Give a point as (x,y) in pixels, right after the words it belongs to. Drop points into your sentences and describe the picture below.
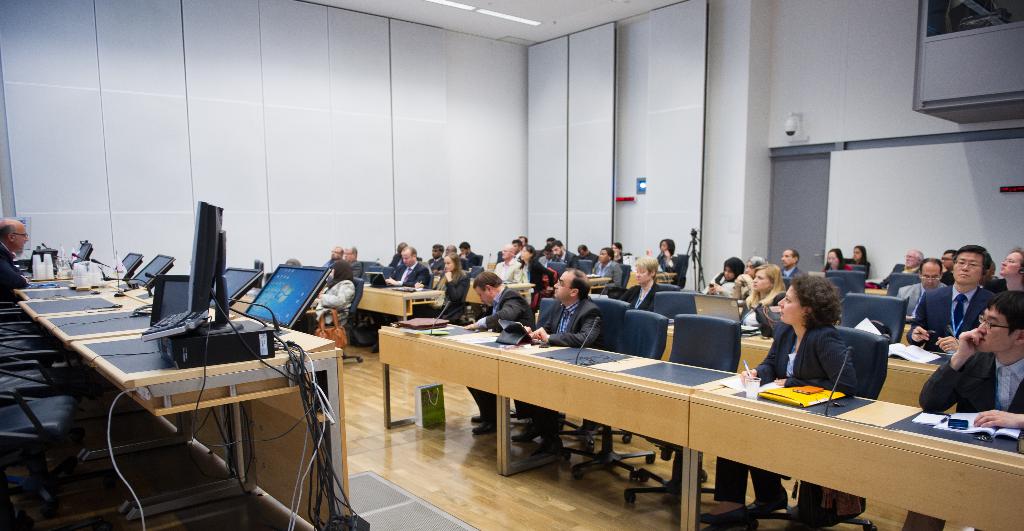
There are few people (732,476) here sitting on the chair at their tables (673,417). On the table (664,418) there are books (767,396), microphone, glasses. On the left (22,243) a person (16,256) is sitting on the chair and looking at them. In this room (229,274) there are laptops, cables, cc camera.
